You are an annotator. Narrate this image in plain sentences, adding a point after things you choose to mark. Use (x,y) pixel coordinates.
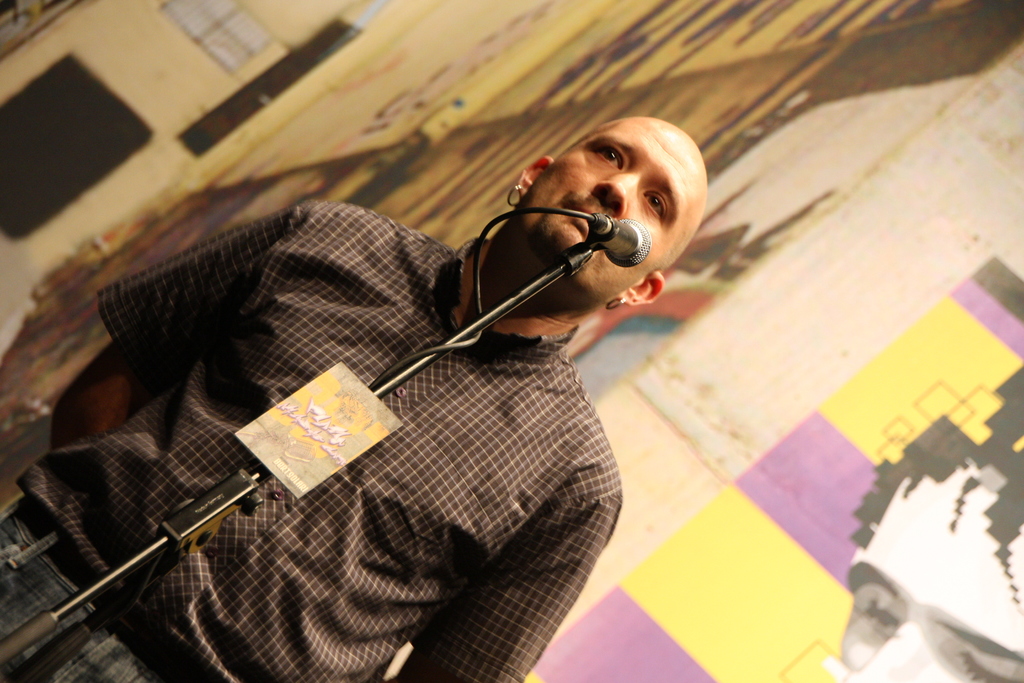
In this image in the front (429,361) there is a mic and a stand (547,271) and behind the mic (607,232) there is a person (451,419) standing. In the background (778,333) there is a wall (514,117) and on the wall (514,117) there is a painting (866,416).
